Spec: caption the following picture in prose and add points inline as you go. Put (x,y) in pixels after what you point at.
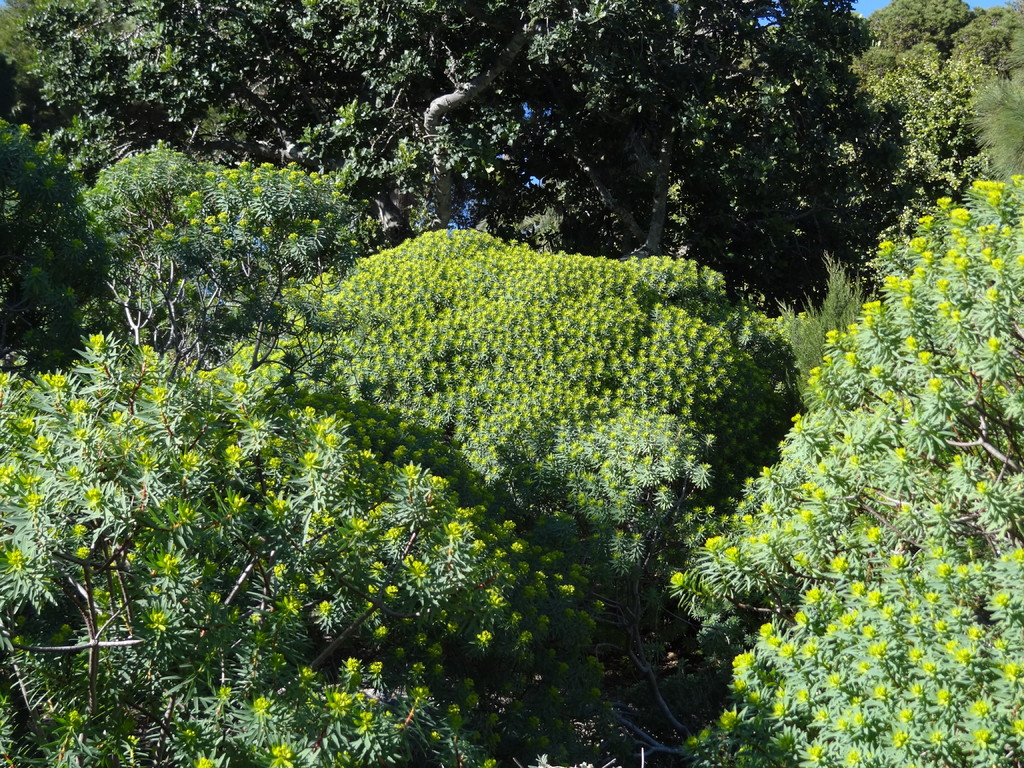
In this image I can see many trees (401,335) and there is a blue sky (866,6) in the back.
